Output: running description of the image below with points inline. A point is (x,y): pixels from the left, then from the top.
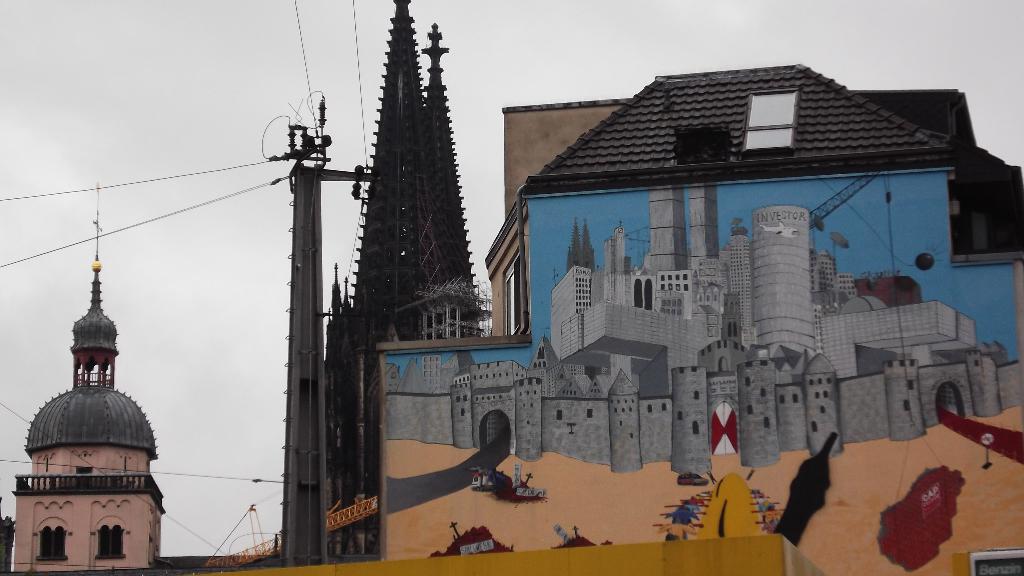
In front of the image there is a painting (573,286) on the building (693,292). Behind the building (747,295) there are towers (455,220). There is a crane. There are electrical poles (321,254) with cables (25,198). On the left side of the image (41,549) there is a building (52,561). In the background of the image (199,395) there is sky (207,99).
